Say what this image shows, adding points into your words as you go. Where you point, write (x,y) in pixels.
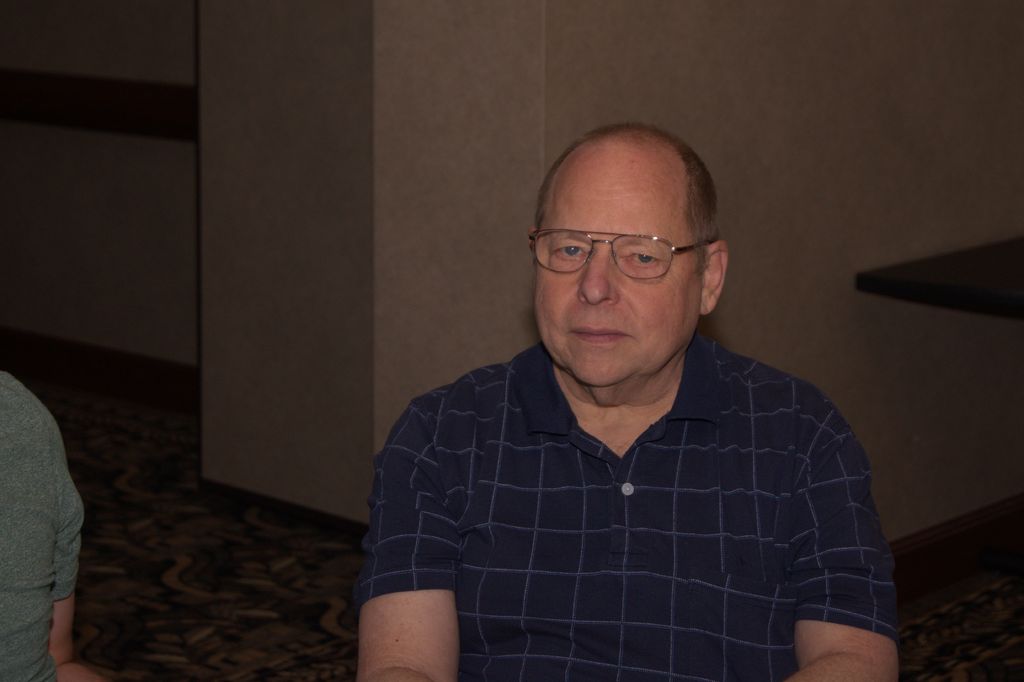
In this image in the foreground (639,442) there is one person (634,552) who is sitting and on the left side (67,544) there is another person (59,524), in the background (187,186) there is a wall (926,308) and table (908,286). At the bottom (943,634) there is a floor (254,599).
